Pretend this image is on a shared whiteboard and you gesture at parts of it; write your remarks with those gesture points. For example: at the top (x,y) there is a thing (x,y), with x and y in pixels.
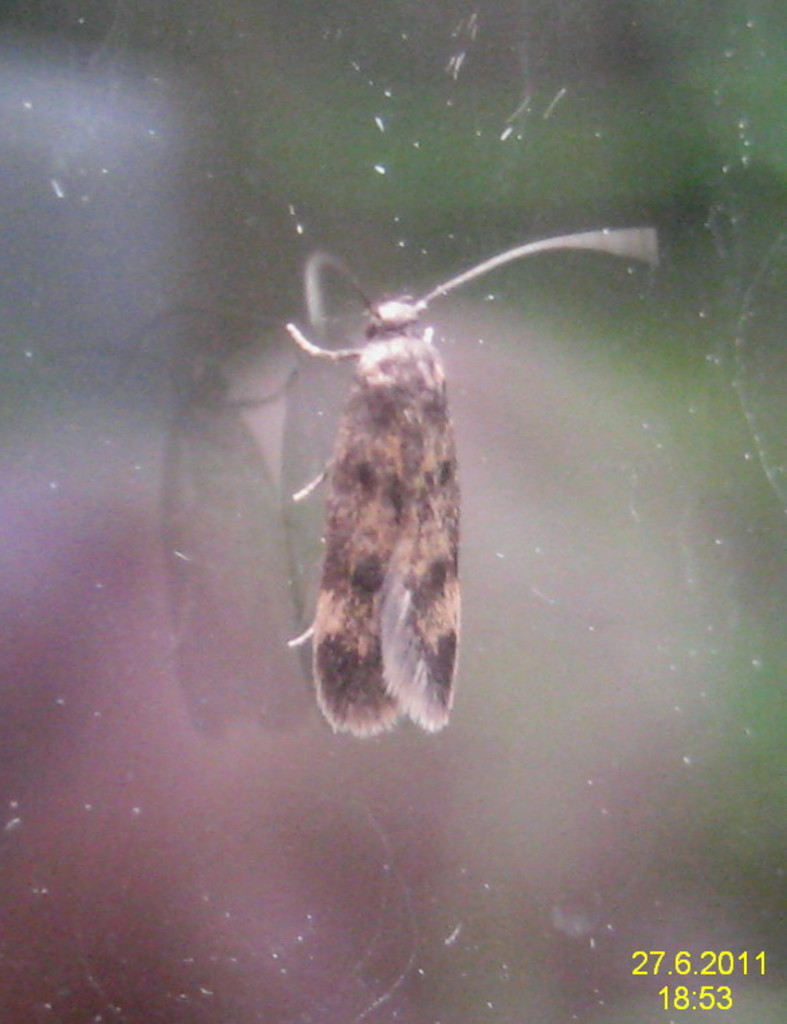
In this picture I can observe an insect (352,456) on the glass (643,592). On the bottom right side (663,988) I can observe some numbers (657,967). This insect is in brown color.
